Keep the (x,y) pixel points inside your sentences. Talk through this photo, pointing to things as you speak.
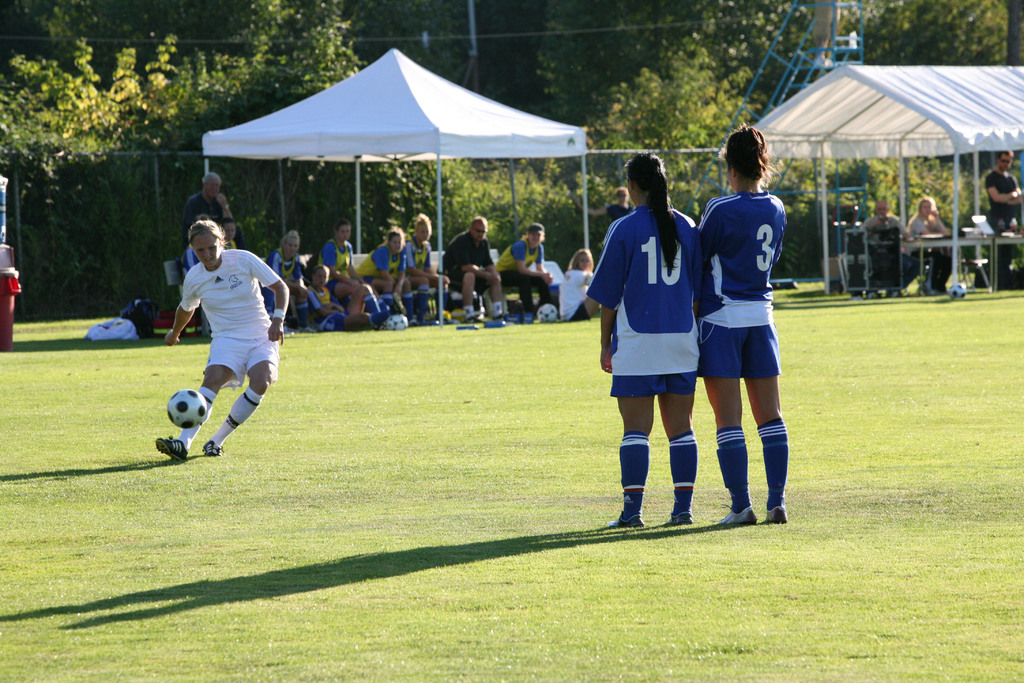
In this image I can see group of people (660,381), some are sitting and some are standing and I can also see the ball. In the background (862,130) I can see few tents (876,123), the railing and few trees (509,84) in green color.
